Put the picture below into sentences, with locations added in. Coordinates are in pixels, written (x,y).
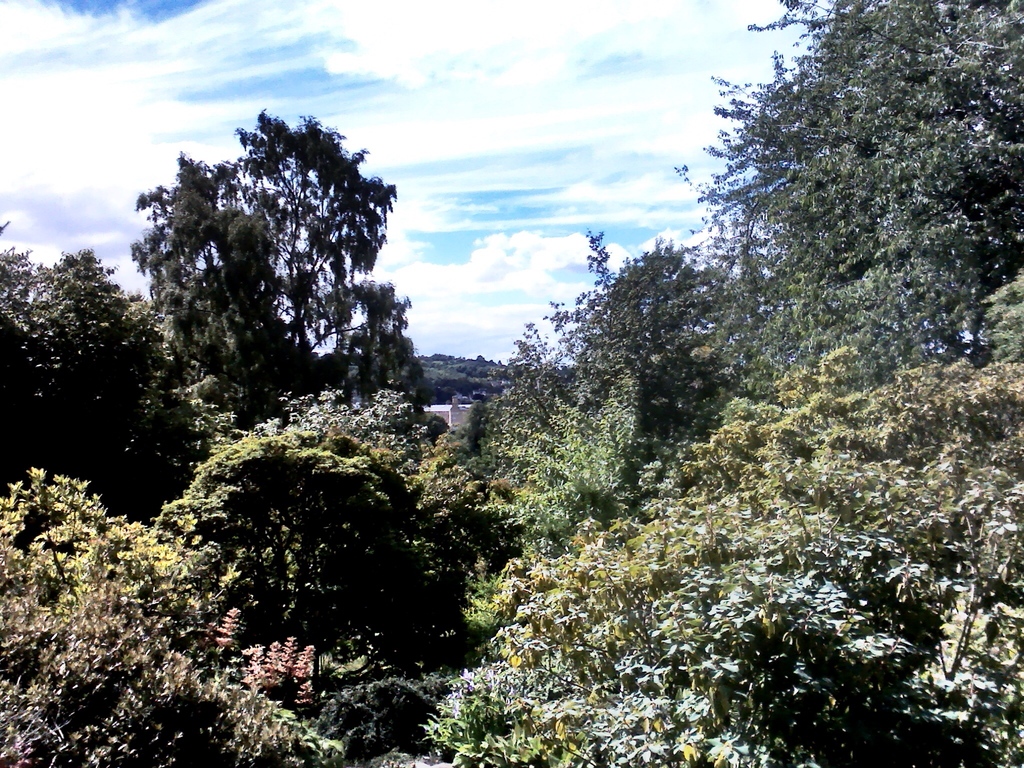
This image consists of many trees (478,463) and plants (564,435). At the top (352,143), there are clouds (130,125) in the sky (92,100).
